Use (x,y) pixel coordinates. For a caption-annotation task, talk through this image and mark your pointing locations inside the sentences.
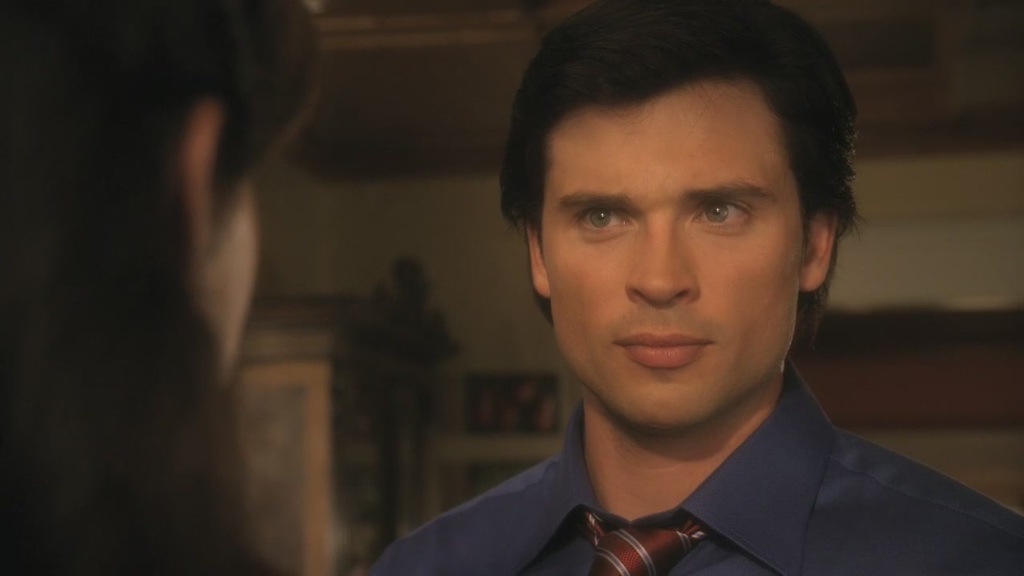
In this image we can see two persons (606,159). One man (707,173) is wearing a blue shirt (565,509) and a tie (627,568). In the background (992,306) we can see cupboard (329,455) and photo frames (537,402) on the wall (499,312).
